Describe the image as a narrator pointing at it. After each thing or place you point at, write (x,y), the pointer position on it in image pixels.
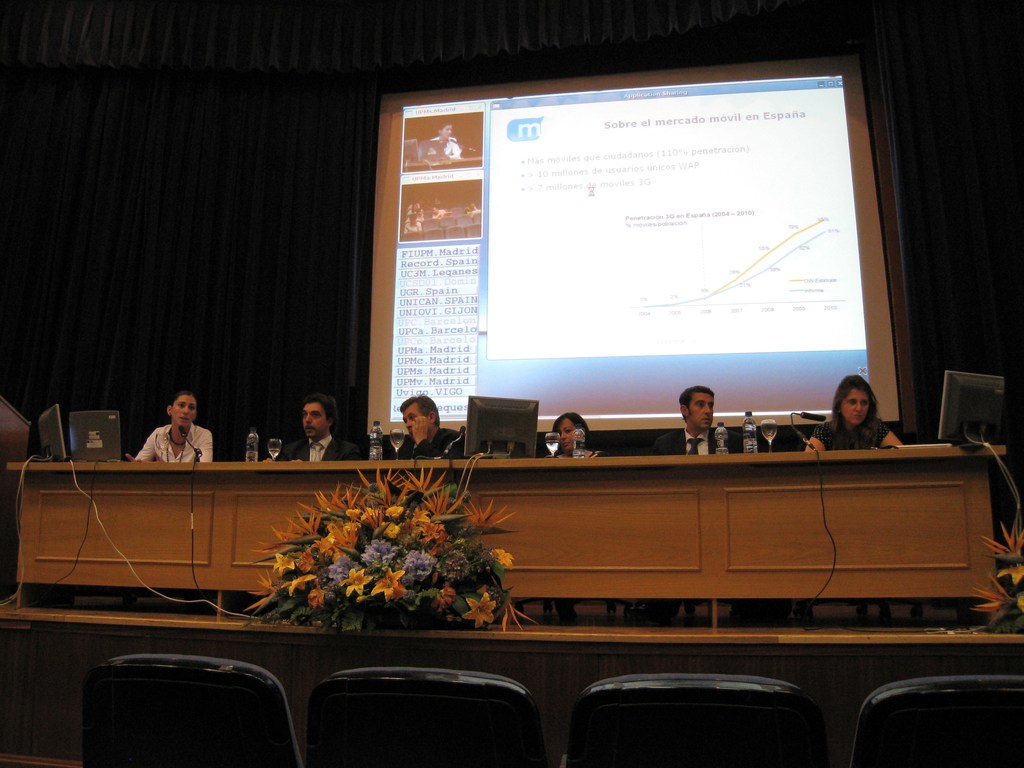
Few persons (452,430) are sitting. We can see bottles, glass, monitors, microphones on the table (562,509). On the background (330,236) we can see screen (483,137), curtain (252,119). We can see chairs (925,678) and flowers (470,531).
